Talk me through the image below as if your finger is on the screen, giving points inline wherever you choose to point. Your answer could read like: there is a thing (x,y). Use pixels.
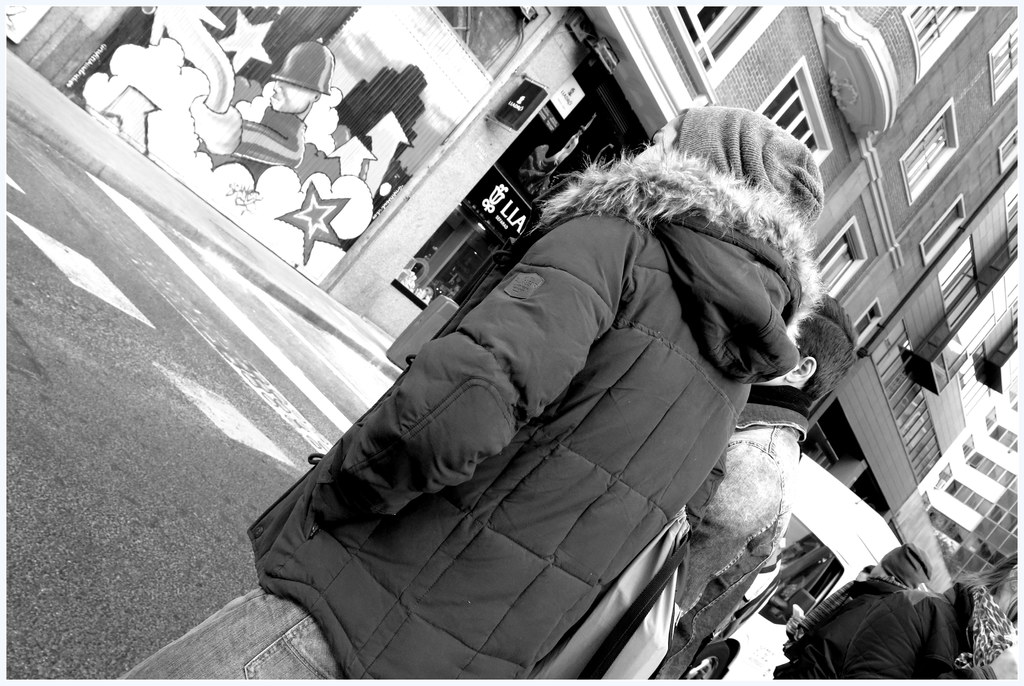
This is a black and white pic. There are few persons (624,505) standing on the road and in the background (871,501) we can see a vehicle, drawings (146,72) on the wall (259,70), buildings (1000,231), poles (913,290), windows (963,297), hoardings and other objects (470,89).
